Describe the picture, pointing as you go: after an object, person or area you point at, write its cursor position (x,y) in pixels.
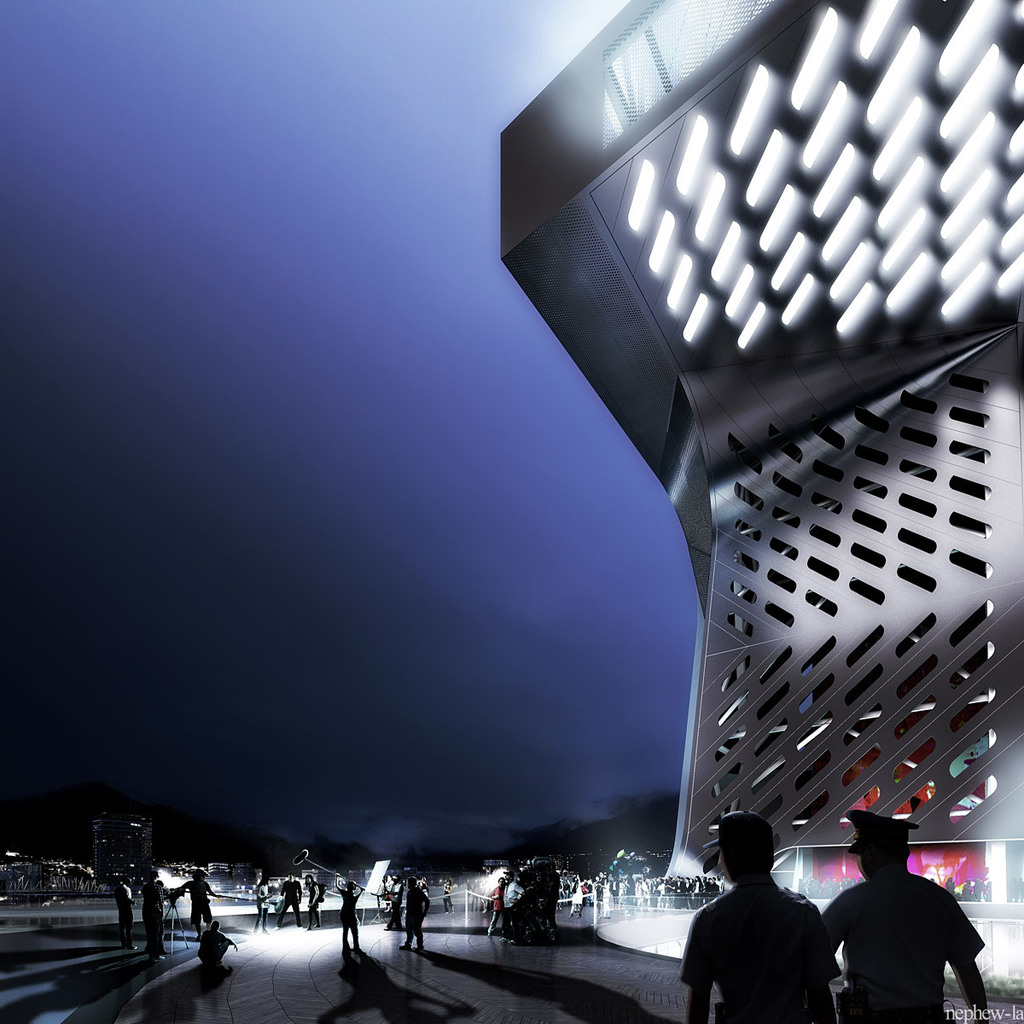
In this image in the center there are persons (877,928) standing and walking. On the right side (811,548) there is a structure (833,434).
